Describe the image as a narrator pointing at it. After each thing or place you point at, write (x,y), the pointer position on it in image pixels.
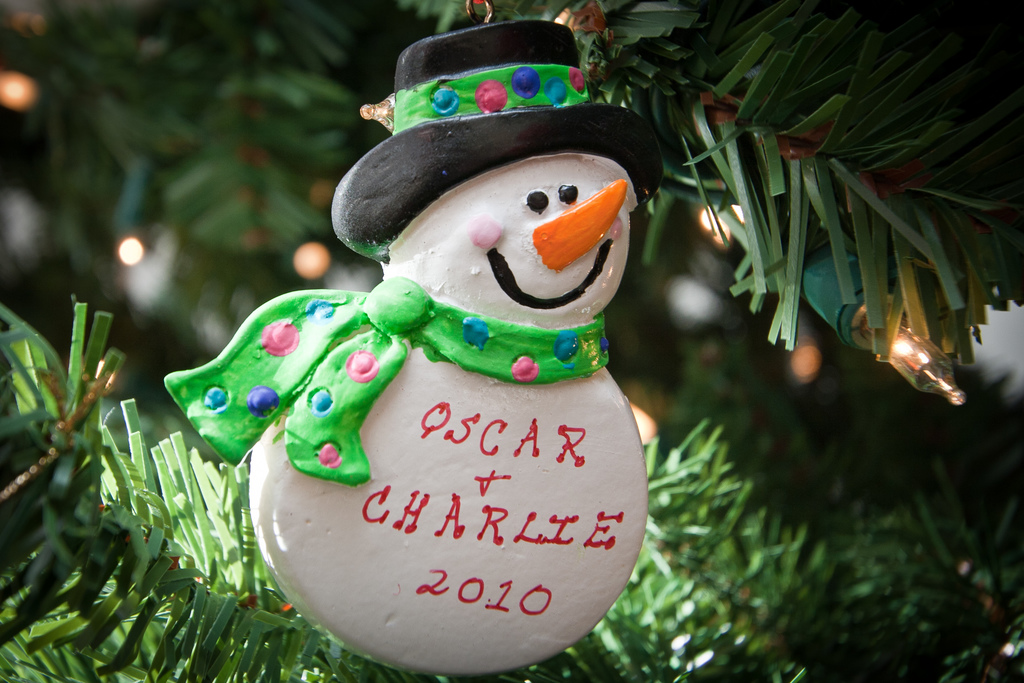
This is the picture of a doll (365,449) and behind there are some leaves (33,563) and a bulb (906,369).
